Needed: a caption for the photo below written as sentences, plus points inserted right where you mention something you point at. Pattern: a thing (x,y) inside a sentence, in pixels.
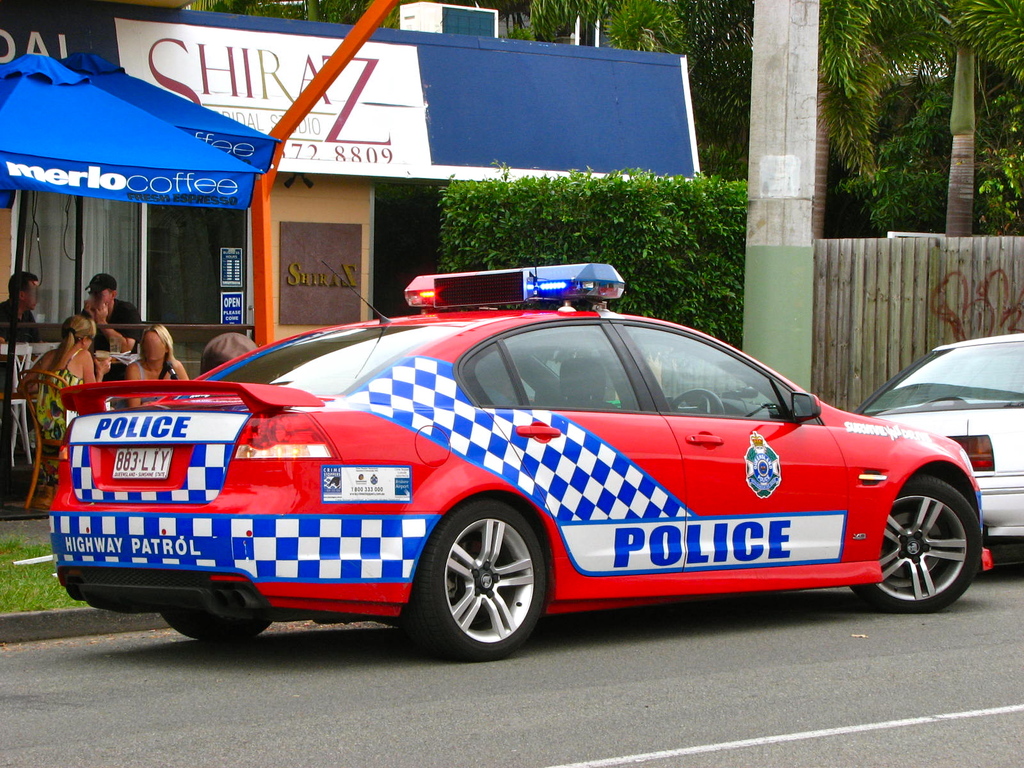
In this picture, we see a red car (504,454) on which "POLICE" written is parked on the road (651,637). Beside that, we see people (60,400) sitting on the chairs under the blue tent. Behind them, we see a coffee shop (194,253). At the top of the picture (494,98), we see a white and blue board (427,115) with text (335,134) written on it. On the right side (867,252), we see a wooden wall (825,270), pillar (763,166) and trees (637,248).
